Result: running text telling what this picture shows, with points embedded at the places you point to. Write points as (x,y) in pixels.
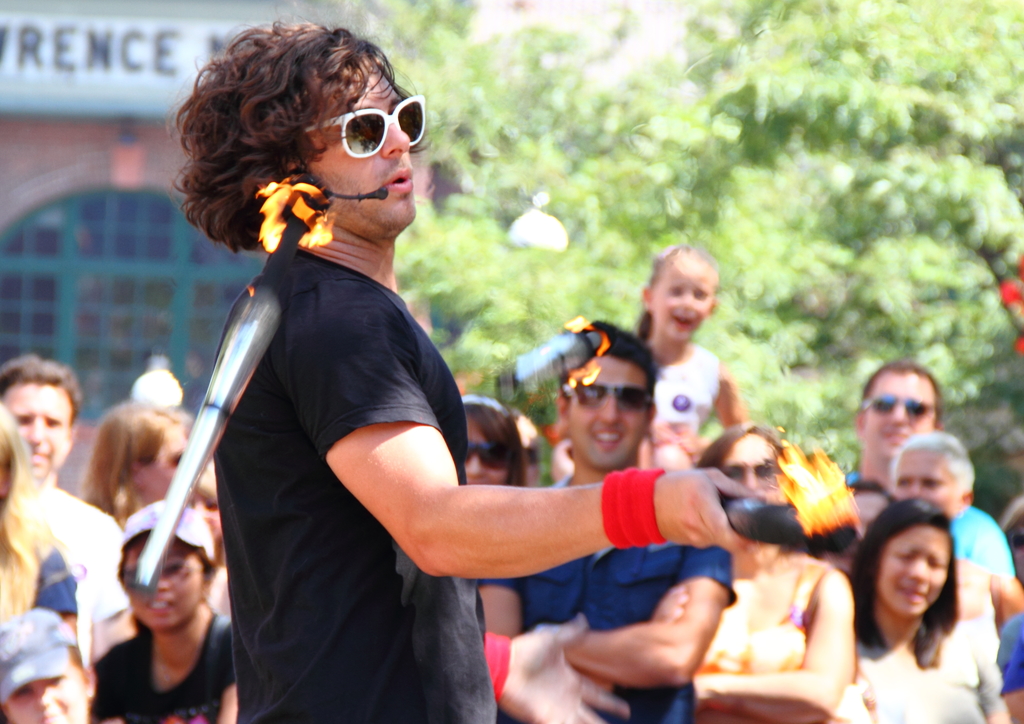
In this image I can see a person (391,513) playing juggling with fire lamps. I can see few persons (595,478) standing. In the background (587,149) I can see few trees (598,180) and a building (96,148).
